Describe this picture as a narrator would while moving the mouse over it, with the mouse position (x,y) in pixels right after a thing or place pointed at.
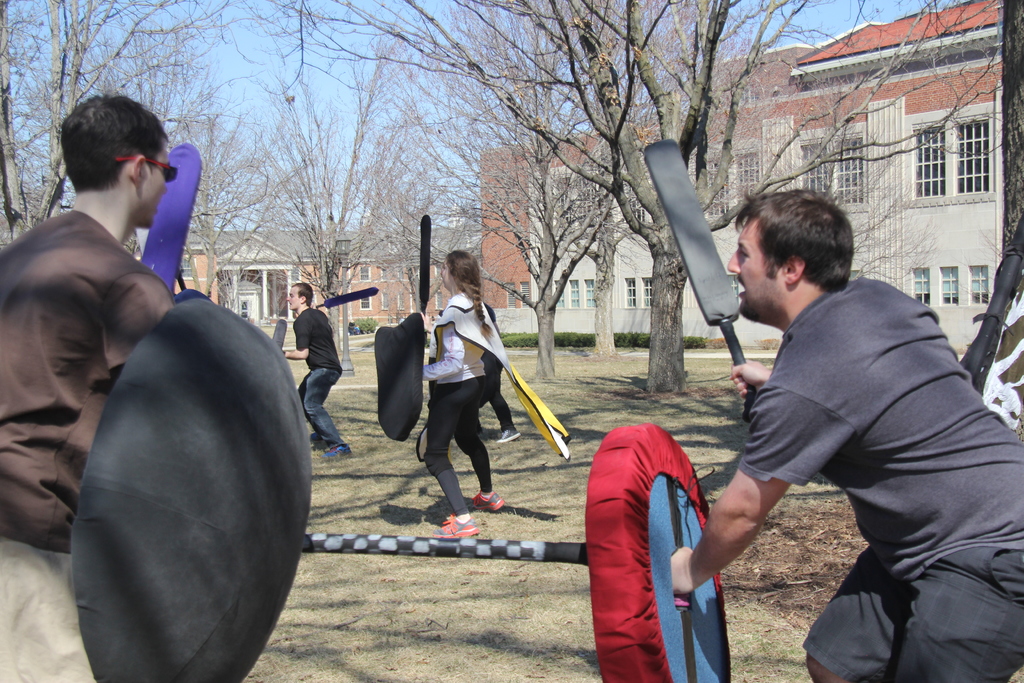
In this image there are a few people (434,470) holding bats (725,299) and shields (640,456) in their hands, behind them there are trees (611,295) and buildings (557,322).
